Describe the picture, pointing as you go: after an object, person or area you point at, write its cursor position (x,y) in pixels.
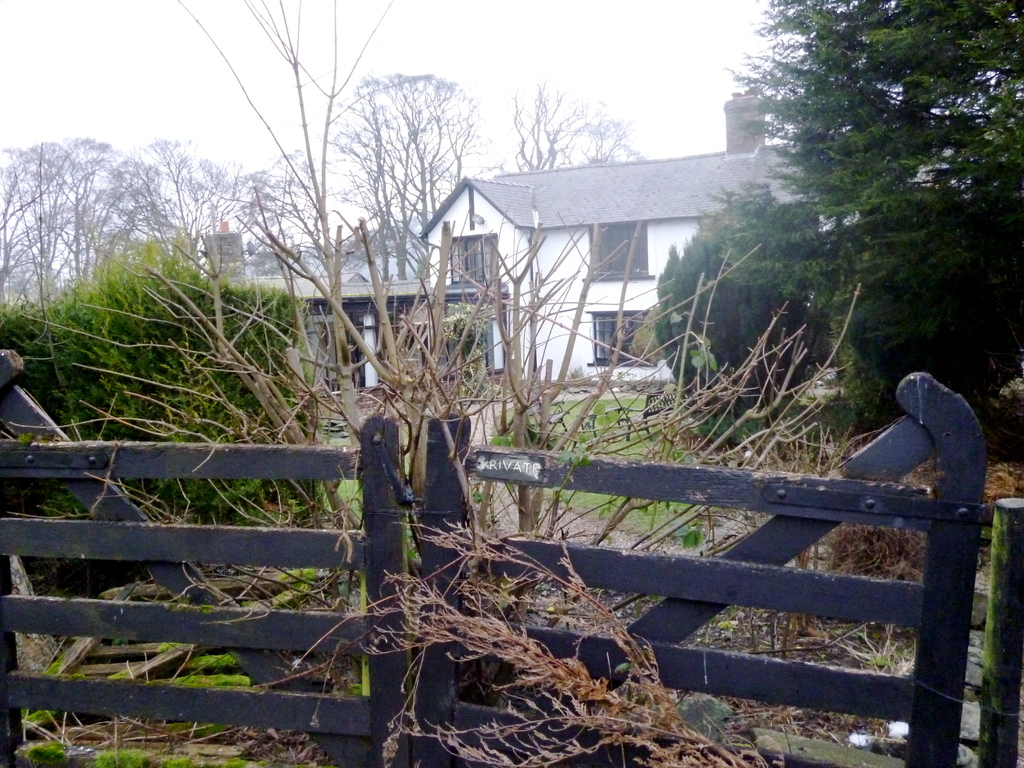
In this picture I can see plants (554,491), wooden fence (380,516), trees (800,345), a house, and in the background (170,102) there is sky (233,39).
